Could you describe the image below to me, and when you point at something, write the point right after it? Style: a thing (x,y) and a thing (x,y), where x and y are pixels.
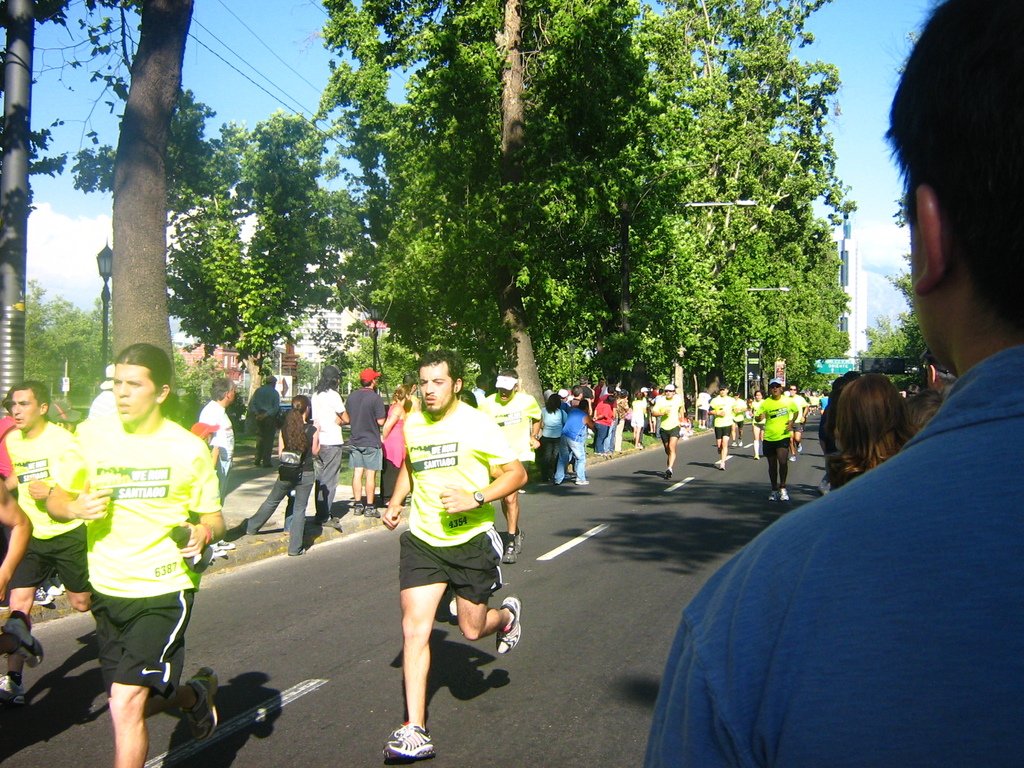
In this picture we can observe some people (418,517) running on the road (653,454). All of them were wearing green color T shirts (124,490). There are some people (373,414) standing on the side of the road (253,458) and watching them. There are men (428,490) and women (606,403) in this picture. We can observe trees (382,264) wires (224,45) and a sky (855,69) in the background (366,108).
